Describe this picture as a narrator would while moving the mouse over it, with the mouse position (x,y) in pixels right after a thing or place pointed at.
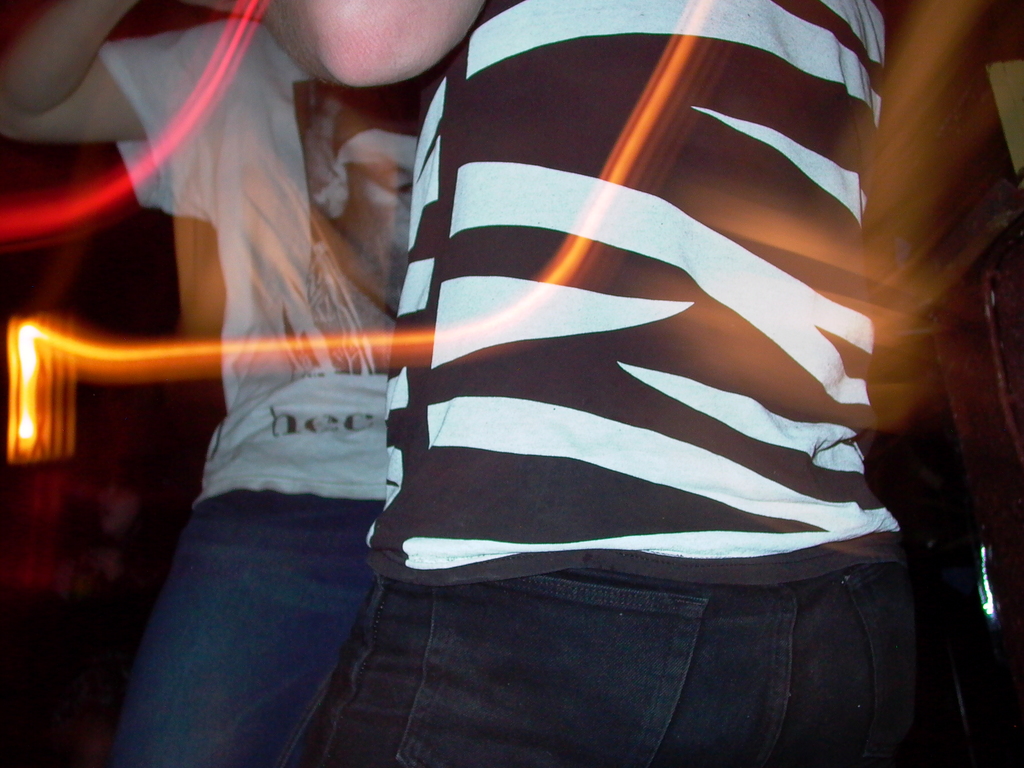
In this image we can see two persons (488,254) truncated in the middle of the image (348,335), two objects (66,197) looks like lights (75,356), some objects (1018,420) in the background (84,576) and the image is dark.
